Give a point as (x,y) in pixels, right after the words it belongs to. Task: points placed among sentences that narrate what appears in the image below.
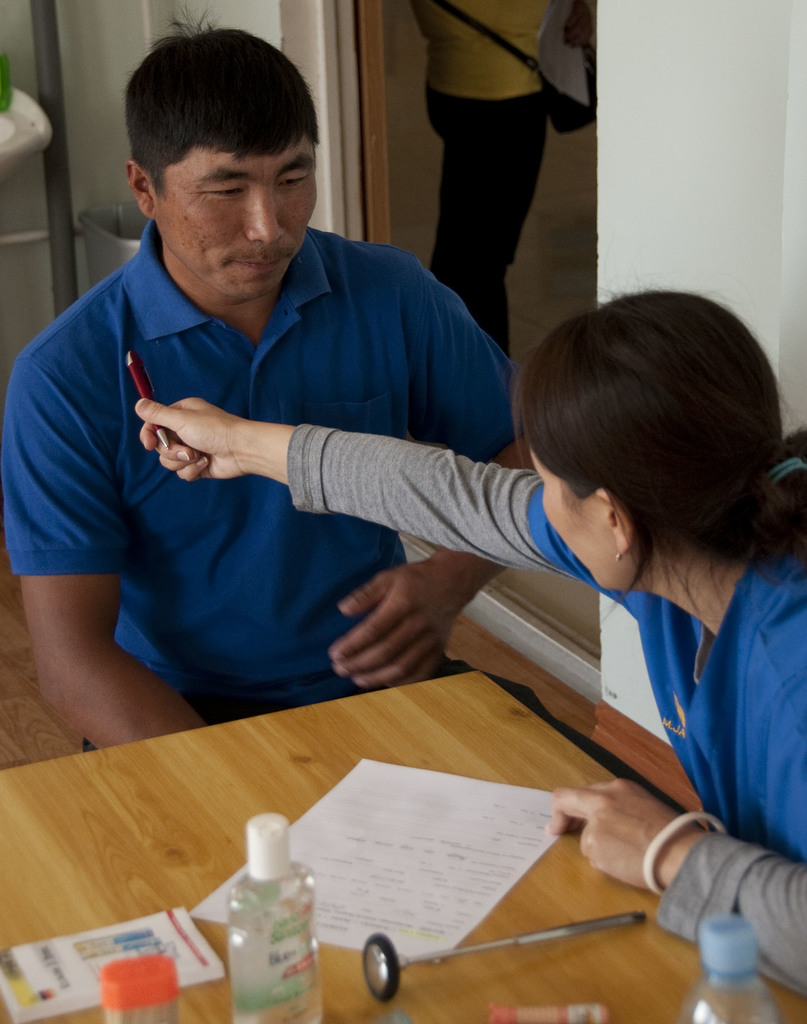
The picture consists of two people (506,463) sitting on the chairs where at the right corner (684,732) one woman (741,740) is wearing a blue shirt (733,717) and holding a pen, in front of her there is a table (496,980) on which paper (409,942), sanitizer (247,996) and some instruments (394,965) on it, in front of her one man (226,579) in blue dress (200,625) is sitting and behind him there is another person (504,244) standing in next room (559,202) and there is a wall (77,195).
